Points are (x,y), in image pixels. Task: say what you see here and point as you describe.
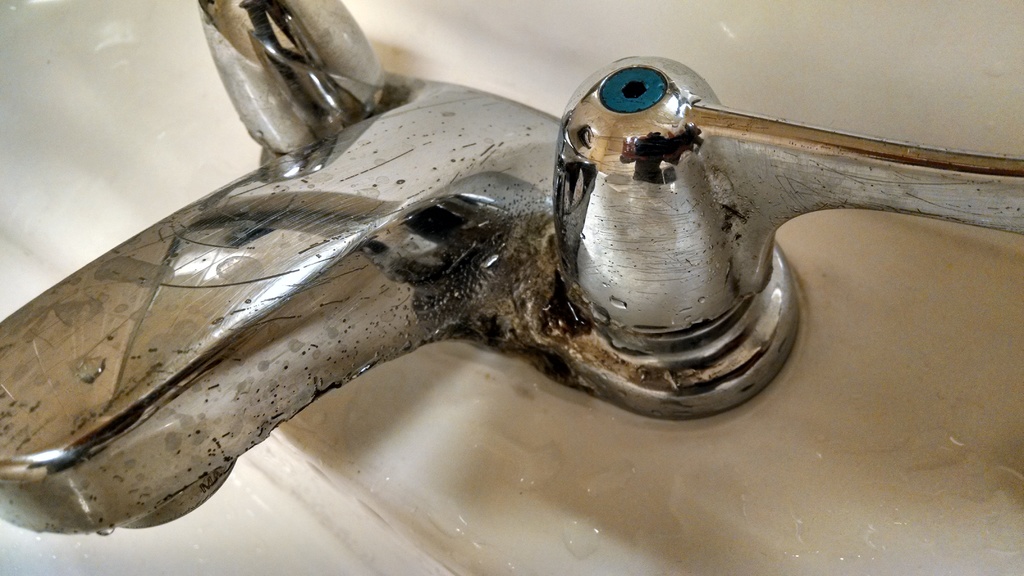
This picture consists of a tap (489,238) in the center of the image (610,289).
